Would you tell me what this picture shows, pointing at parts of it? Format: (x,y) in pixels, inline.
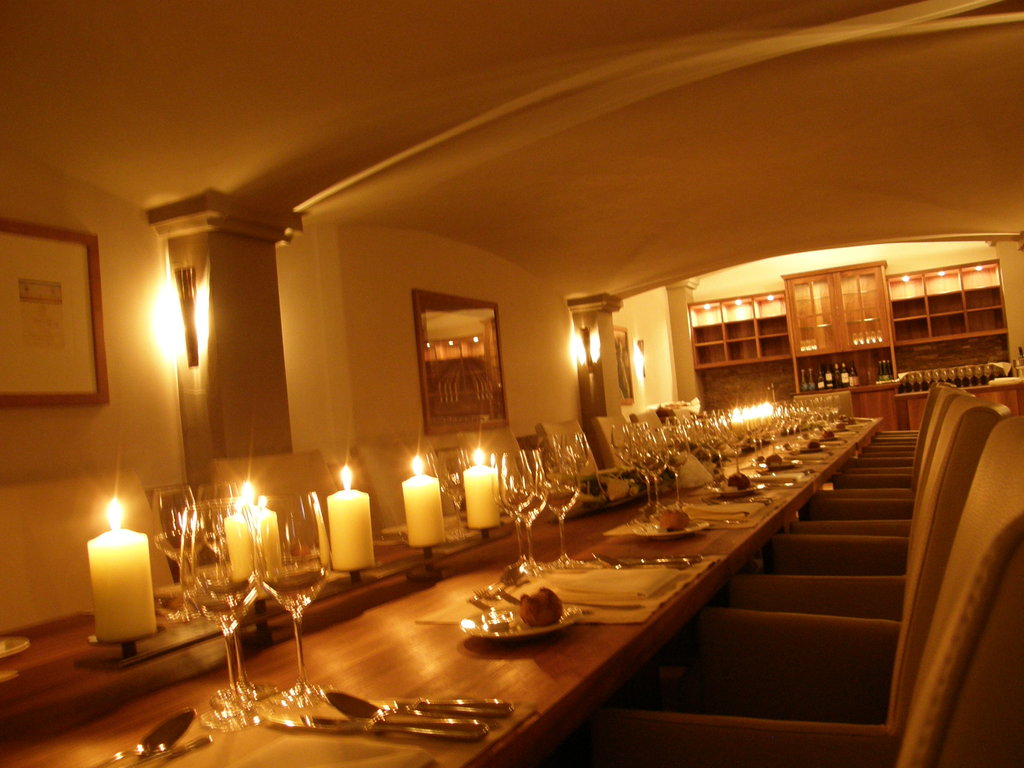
This image consists of table (405,607) and chairs (873,767). On the table (499,647) there are plates (516,618), knives (421,730), spoons (424,707), forks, candles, glasses (294,685). There are photo frames (49,294) on the wall (174,397). There are cupboards (762,341) on the right side (915,392).
